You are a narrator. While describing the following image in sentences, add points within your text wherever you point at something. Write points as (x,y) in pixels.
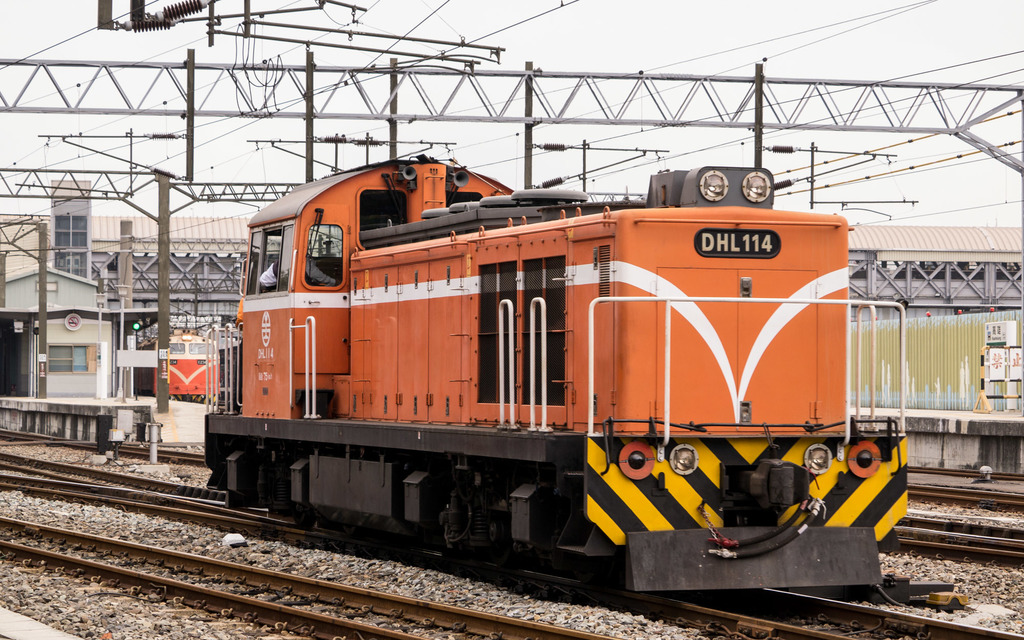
In the image we can see the train engine (436,431) on the track (468,554). Here we can see the train tracks (91,541), electric poles (45,301) and electric wires (440,7). Here we can see the platform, stones (80,621) and the sky (732,22).
